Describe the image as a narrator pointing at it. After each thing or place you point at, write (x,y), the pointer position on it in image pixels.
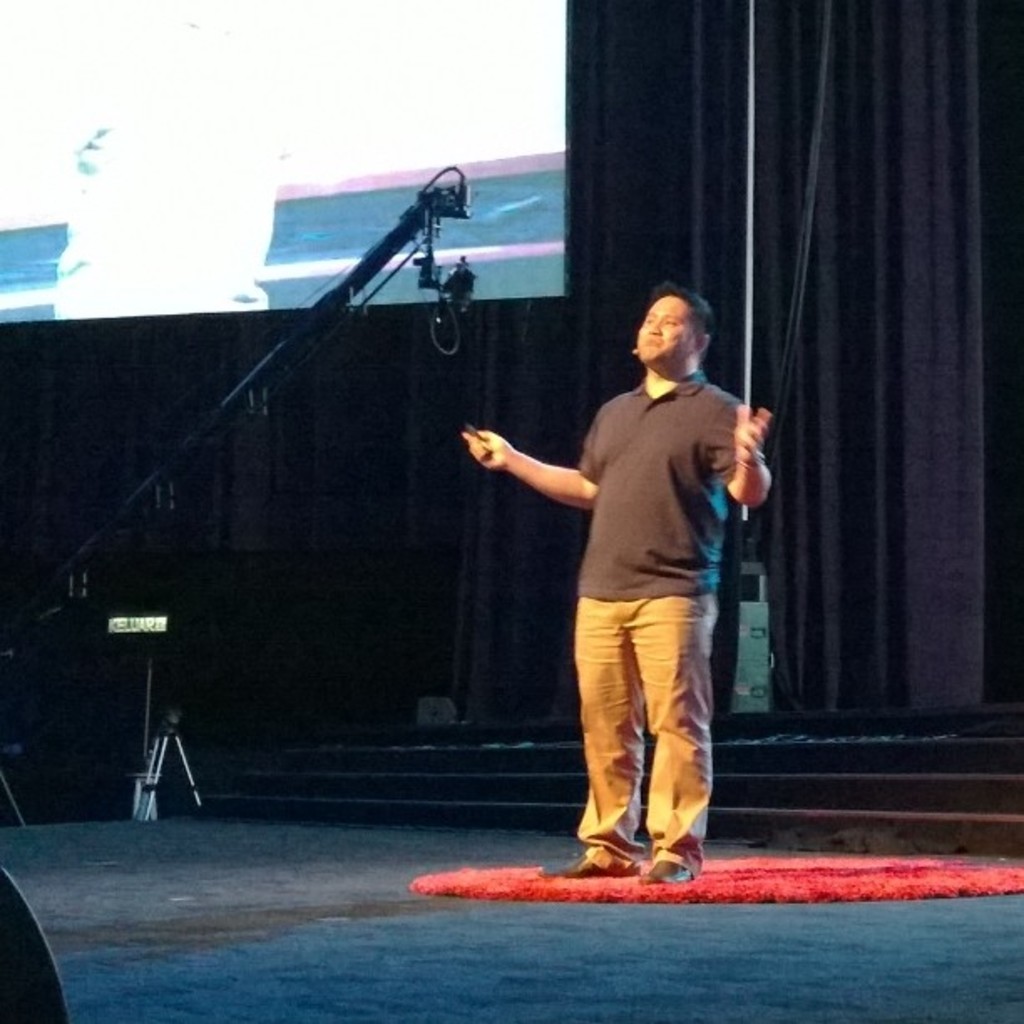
In this image we can see a person (652,511) wearing black color T-shirt (616,523), cream color pant (603,701) standing and there is microphone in front of him and camera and at the background of the image (695,195) there is projector screen (388,25) and curtain (599,374).
